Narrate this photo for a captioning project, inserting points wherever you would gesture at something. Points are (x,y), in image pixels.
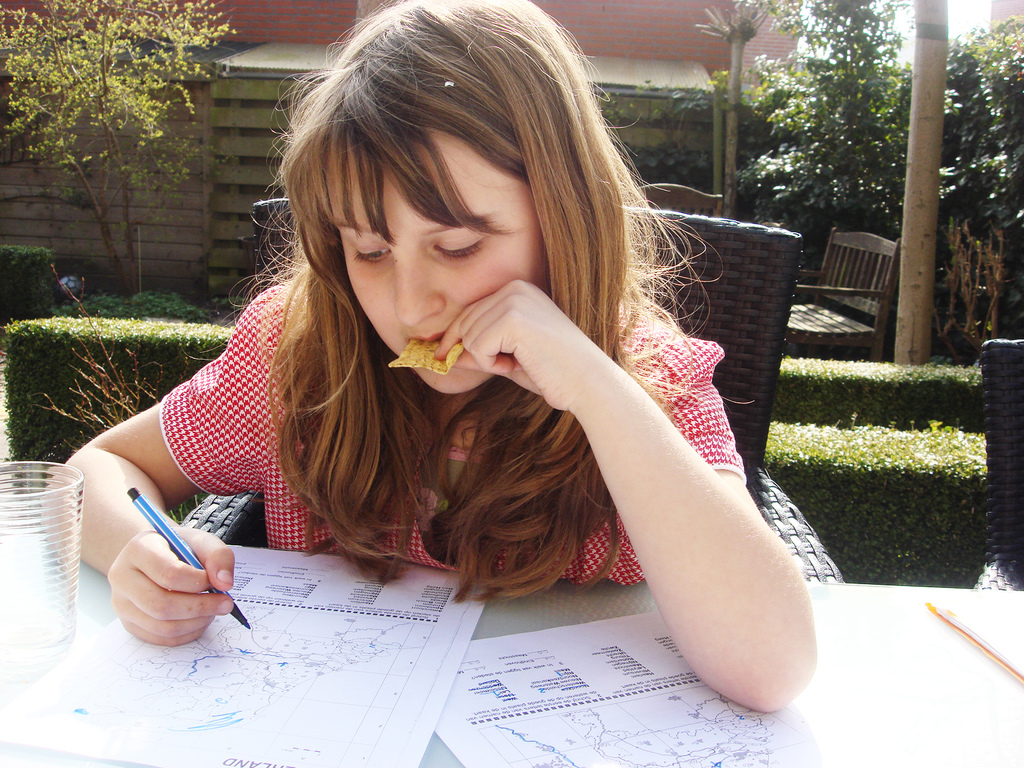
In this picture I can see there is a girl (369,17) sitting and she is holding a pen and eating. There is a table (942,684) in front of her, there are few papers (734,735) on the table (243,652), there is a glass (49,565) on the left side (60,555) and there is a pen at the right side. In the backdrop (798,191), there are plants (938,318), trees (701,26), building (655,22).
